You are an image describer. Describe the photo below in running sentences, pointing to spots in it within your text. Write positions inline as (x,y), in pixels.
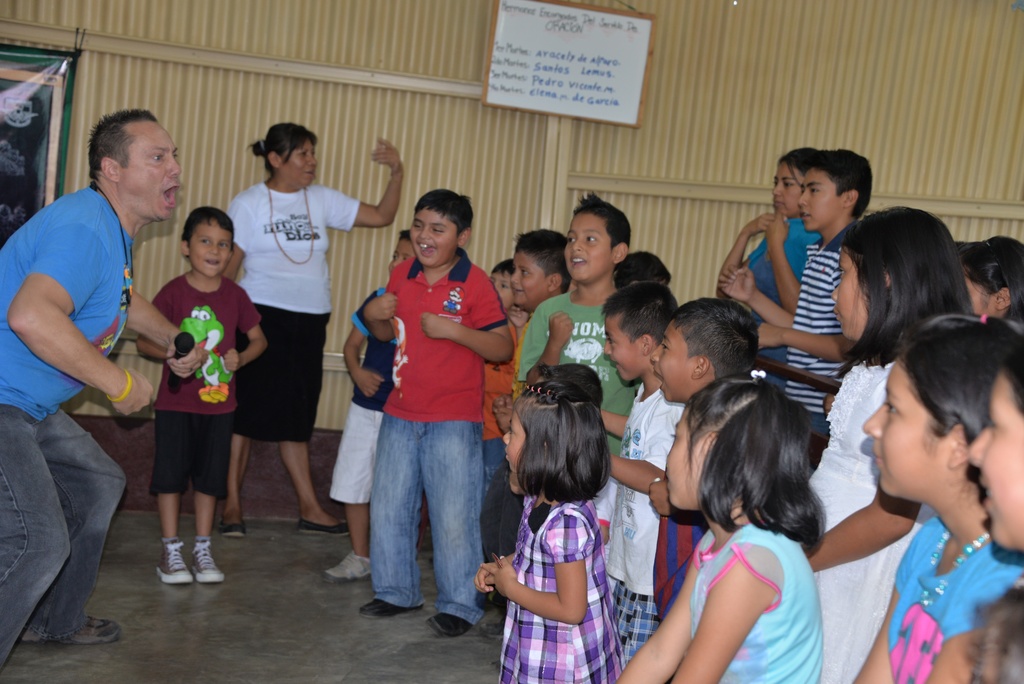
In this picture we can see group of people (568,403), at the top of the image (593,54) we can see a board (584,95) on the wall (568,133), on the left side of the image (34,126) we can see a banner (33,151).
